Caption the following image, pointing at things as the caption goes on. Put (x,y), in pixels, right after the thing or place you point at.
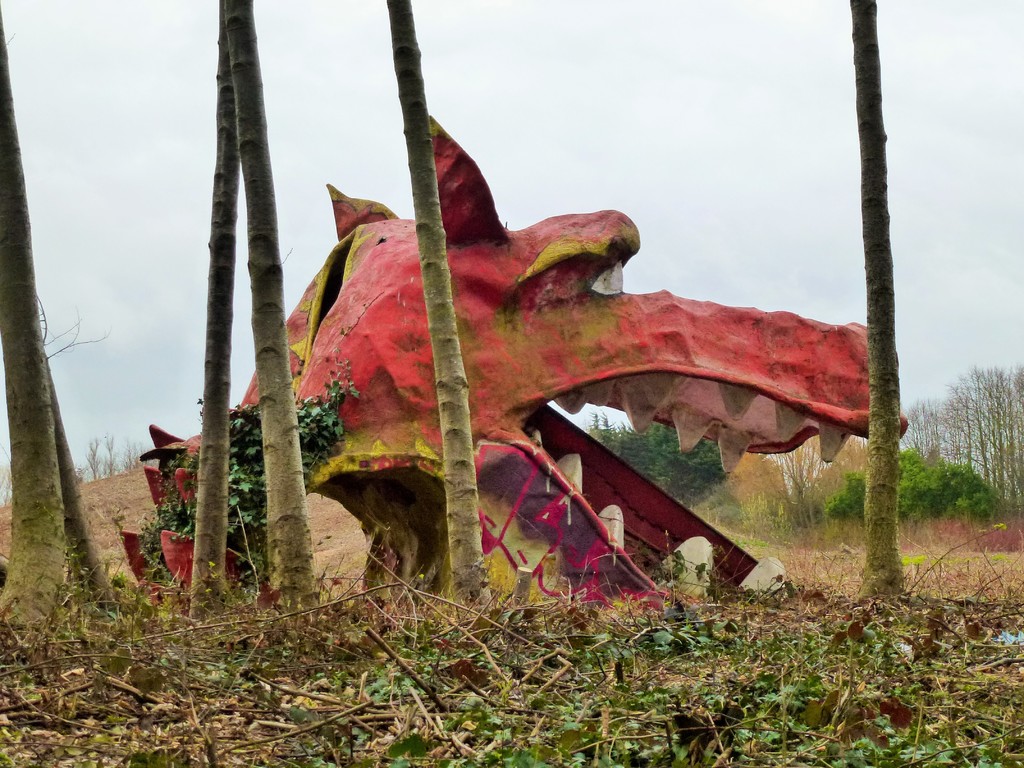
In this image we can see the sculpture (524,422), plants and some wooden poles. On the backside (909,481) we can see a group of trees (779,497) and the sky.
